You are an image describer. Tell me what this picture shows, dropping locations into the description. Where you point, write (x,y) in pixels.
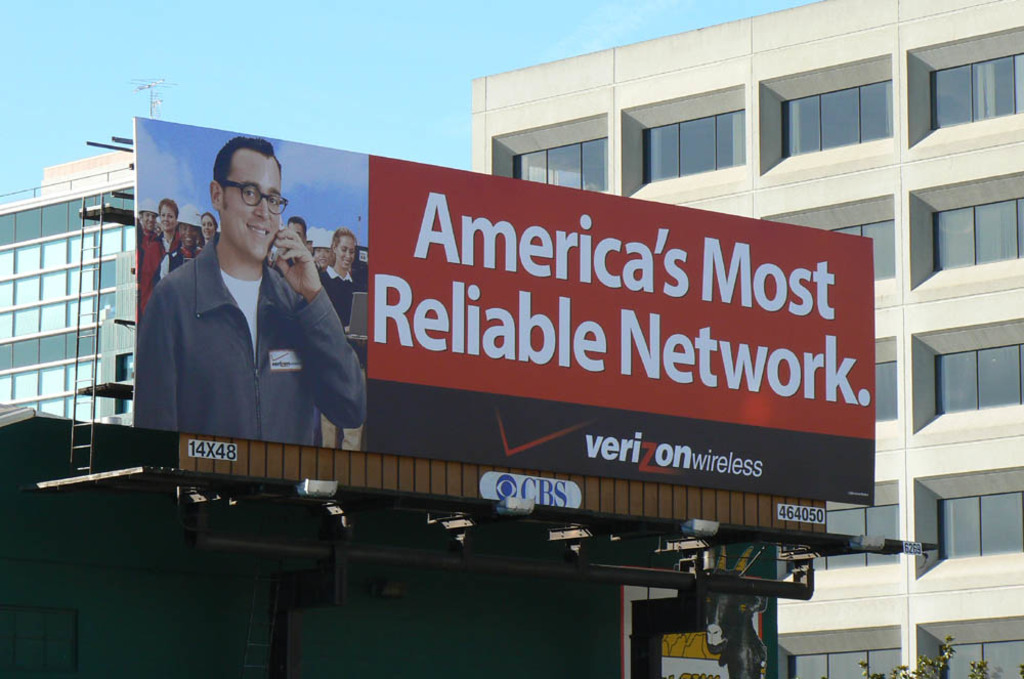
In the image there is an advertisement board (484,438) and around that board (690,454) there are some buildings (666,159).
